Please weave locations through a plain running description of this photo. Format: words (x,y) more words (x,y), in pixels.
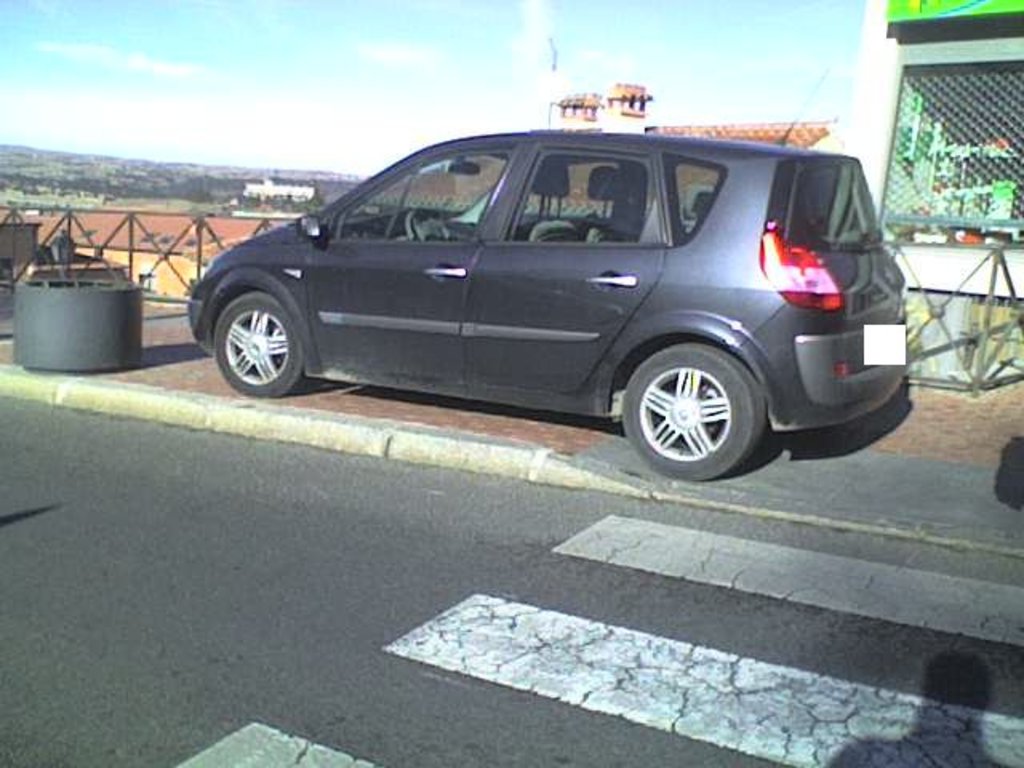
In this picture there is a black car (833,235) which is on the side walk (821,452) and fencing (974,382). On the right (987,245) there is a building (987,225). In the background (87,174) we can see the monument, trees (189,186) and mountain (290,178). At the top (474,40) we can see the sky (556,5) and clouds (475,97). At the bottom (999,679) we can see zebra crossing (696,637).
